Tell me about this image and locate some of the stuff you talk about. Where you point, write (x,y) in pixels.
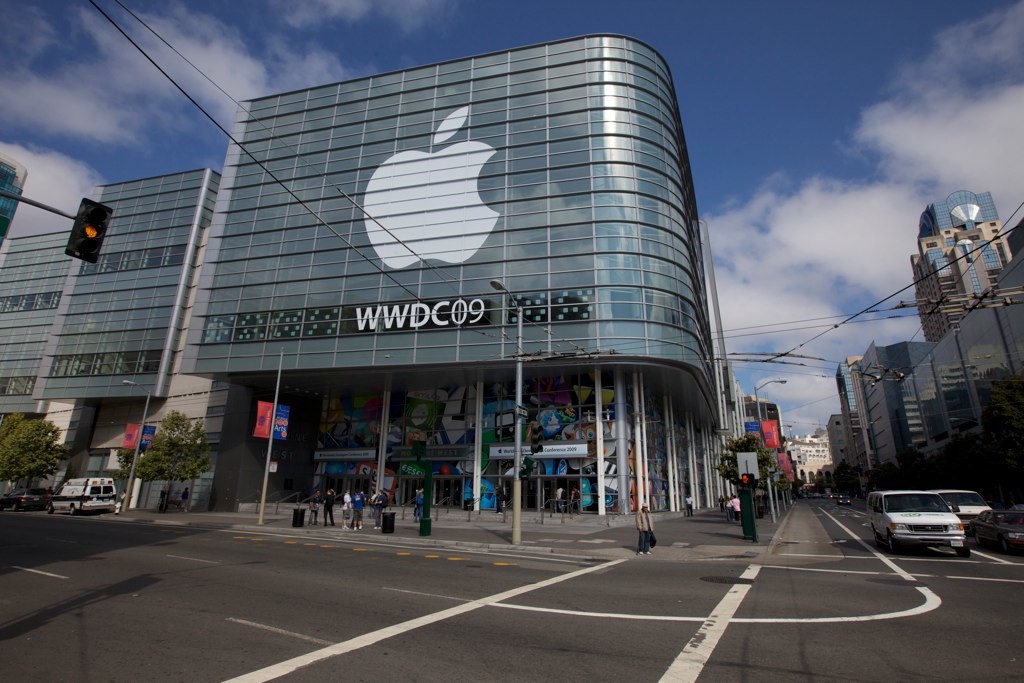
There is a road (766,610) in the foreground area of the image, there are people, vehicles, trees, poles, buildings (605,317), wires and the sky (740,299) in the background (441,148).
